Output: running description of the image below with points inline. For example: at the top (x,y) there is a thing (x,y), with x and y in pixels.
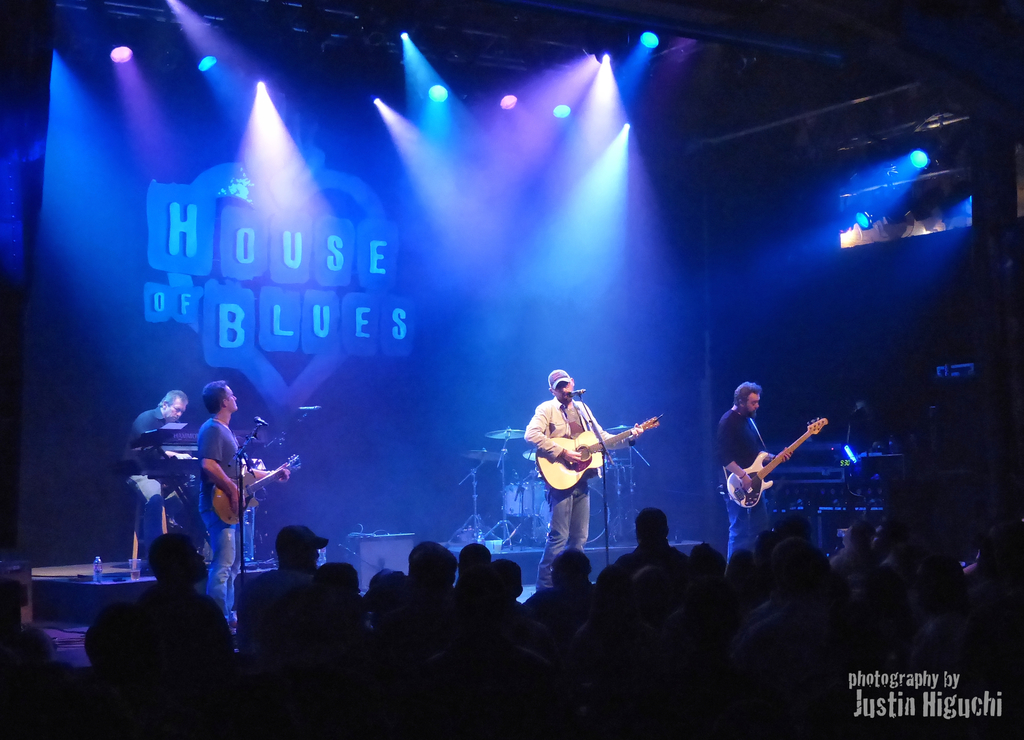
Here we can see a four people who are performing on a stage (693,533). They are playing a guitar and singing on a microphone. Here we can see a group of people (652,556) and they are enjoying the music.
